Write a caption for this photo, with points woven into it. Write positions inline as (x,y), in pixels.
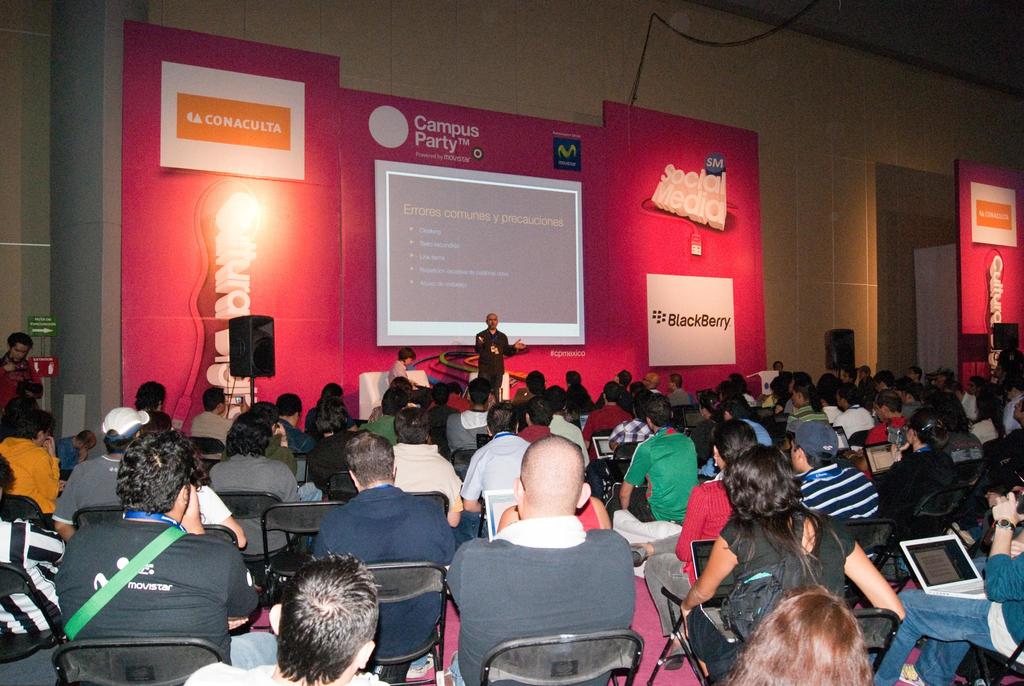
There are many people (438,481) sitting on the chair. In the back (480,359) a person (499,366) is standing. There is a wall (189,256). On that something is written. Also there is a screen (478,253). And there are speakers (241,343) with stand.
